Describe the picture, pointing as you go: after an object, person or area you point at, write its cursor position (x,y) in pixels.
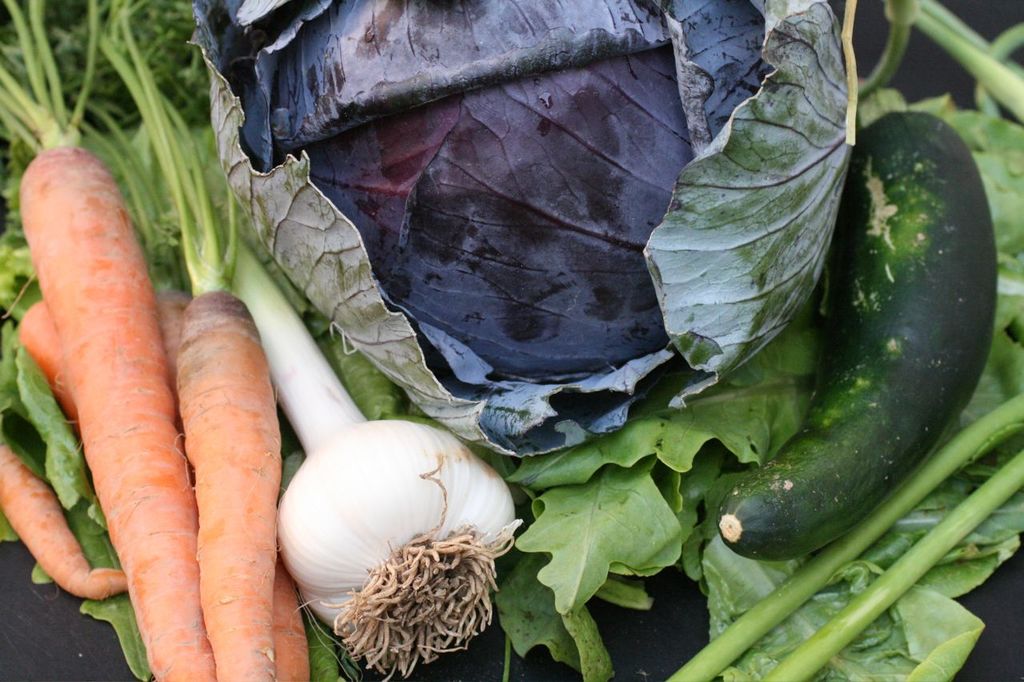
In this picture we can see carrots (122,337), garlic (455,477), cabbage (455,43), cucumber (902,194), leaves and these all are placed on a surface (928,72).
